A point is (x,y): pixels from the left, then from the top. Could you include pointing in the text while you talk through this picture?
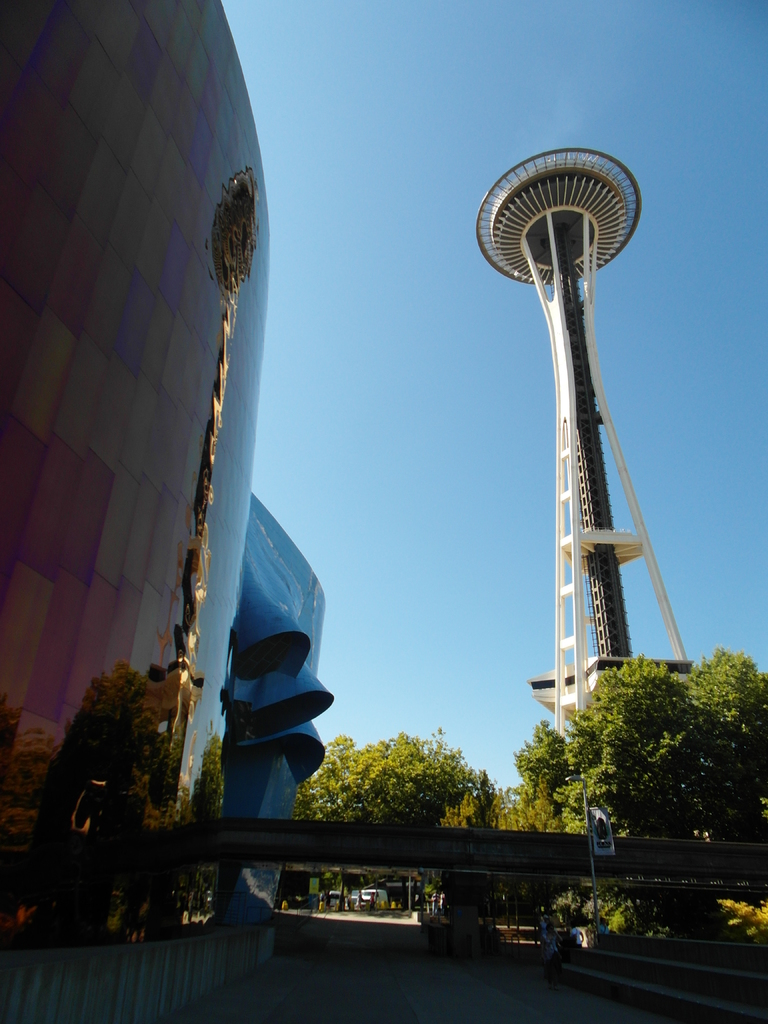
In this image we can see a building (169,597), tower (529,183) and in front of them there are few trees (717,770) a bridge (234,844) and stairs (728,952).
